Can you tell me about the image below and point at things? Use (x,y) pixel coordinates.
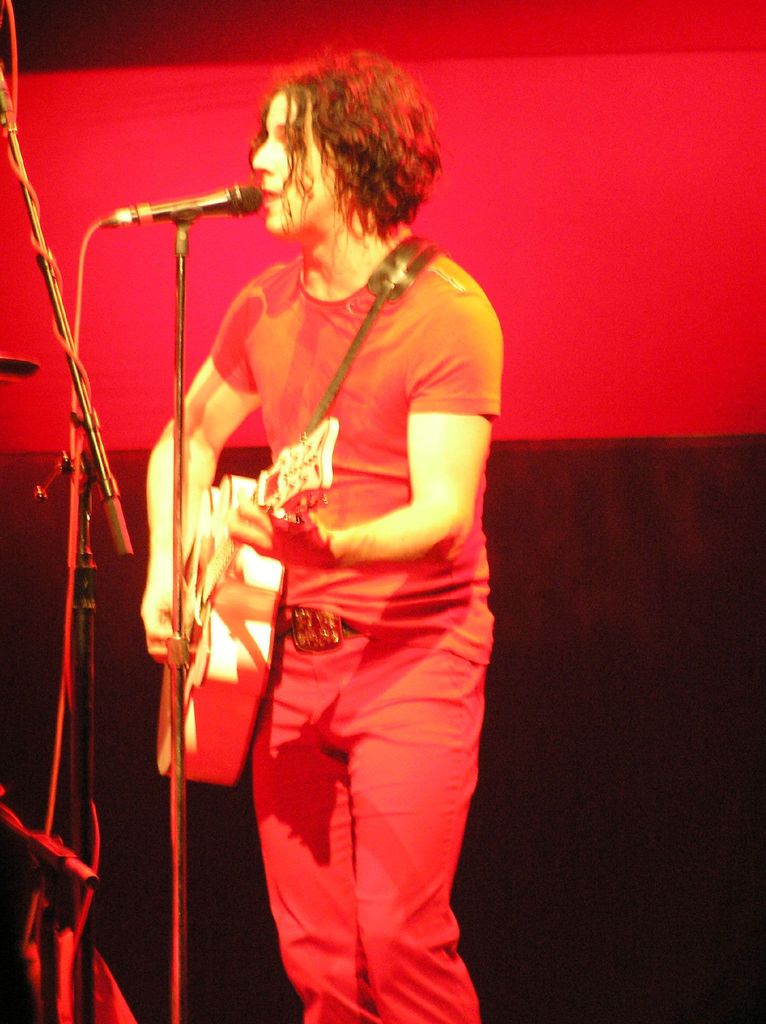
In the picture we can see a man (483,650) standing near the microphone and singing a song and he is playing a guitar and behind him we can see a red color curtain (529,80).
